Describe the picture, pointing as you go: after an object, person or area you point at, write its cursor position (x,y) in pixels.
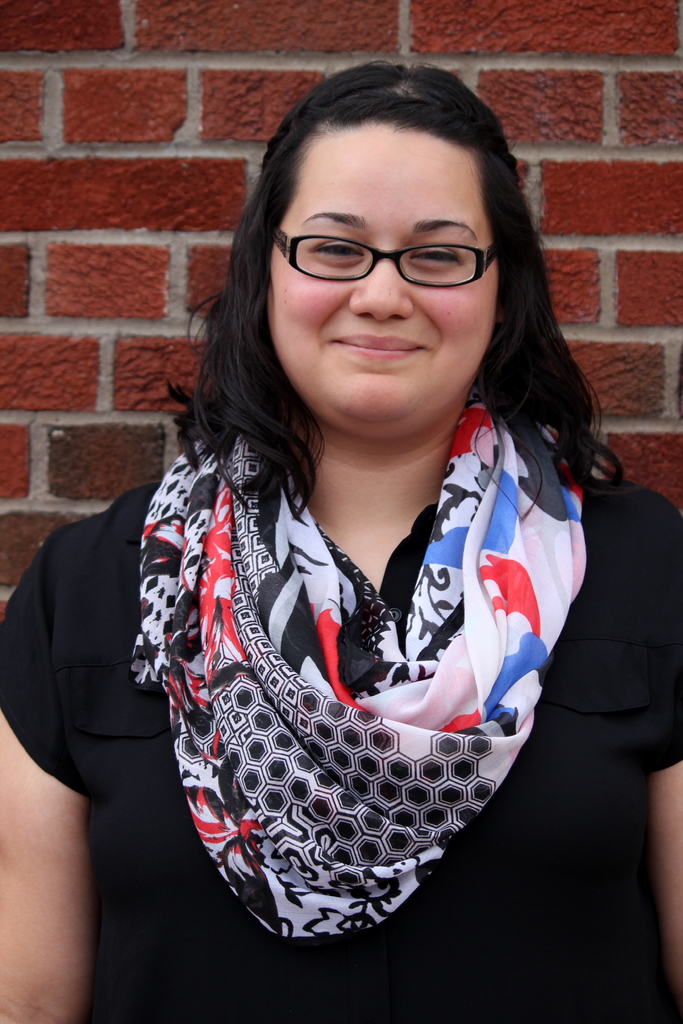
In the picture we can see a woman (580,989) standing and she is smiling and wearing a black T-shirt (535,910) and behind her we can see a red color brick wall (653,253).
